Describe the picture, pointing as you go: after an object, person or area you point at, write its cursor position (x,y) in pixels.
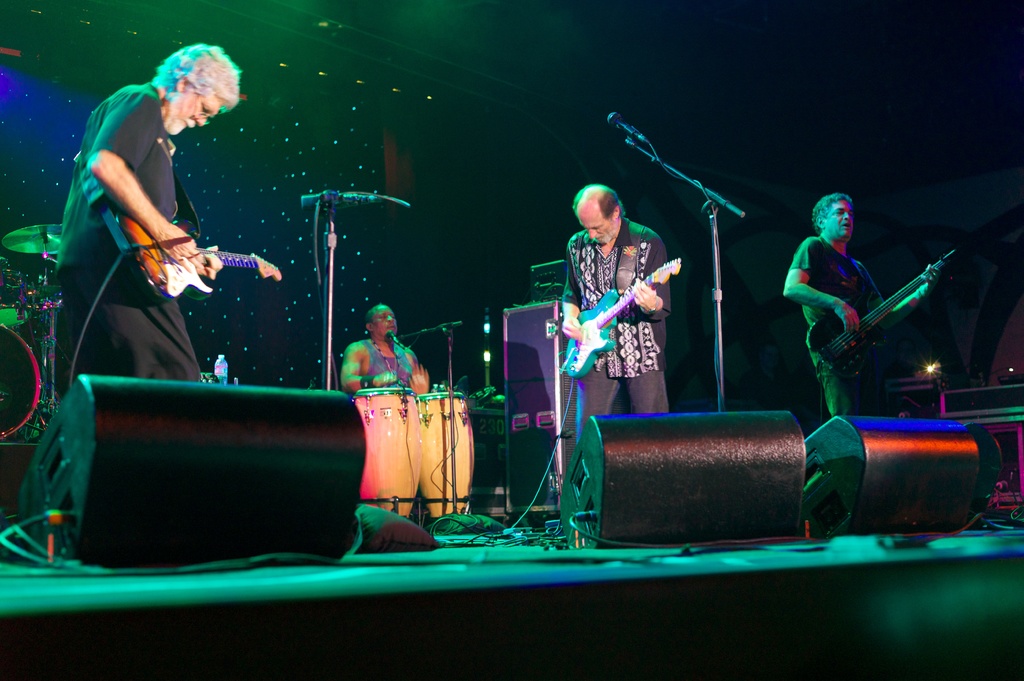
In this picture we can see some people (159,72) holding some musical instruments (232,253) and playing them on the stage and there are some speakers (669,433) on the stage (28,604).
